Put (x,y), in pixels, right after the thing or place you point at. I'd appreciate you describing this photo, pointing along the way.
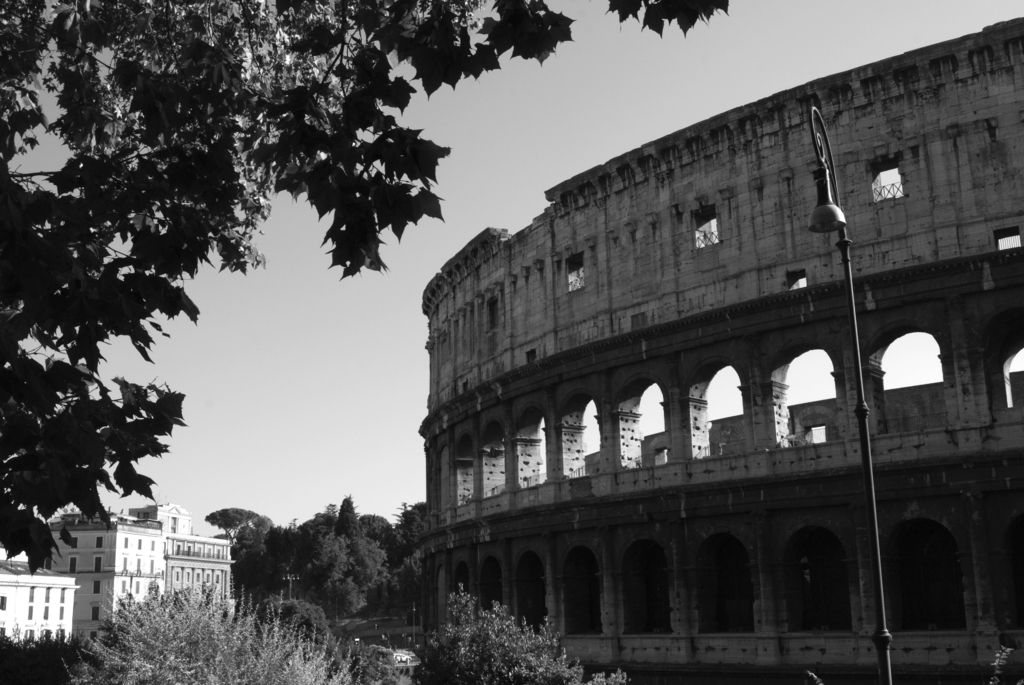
This is a black and white image. In this image we can see a building (441,398) with windows (646,415) and pillars (667,418). We can also see some plants (510,660), a group of trees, a street pole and the sky (343,367) which looks clear. On the left side (68,633) we can see some buildings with windows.
